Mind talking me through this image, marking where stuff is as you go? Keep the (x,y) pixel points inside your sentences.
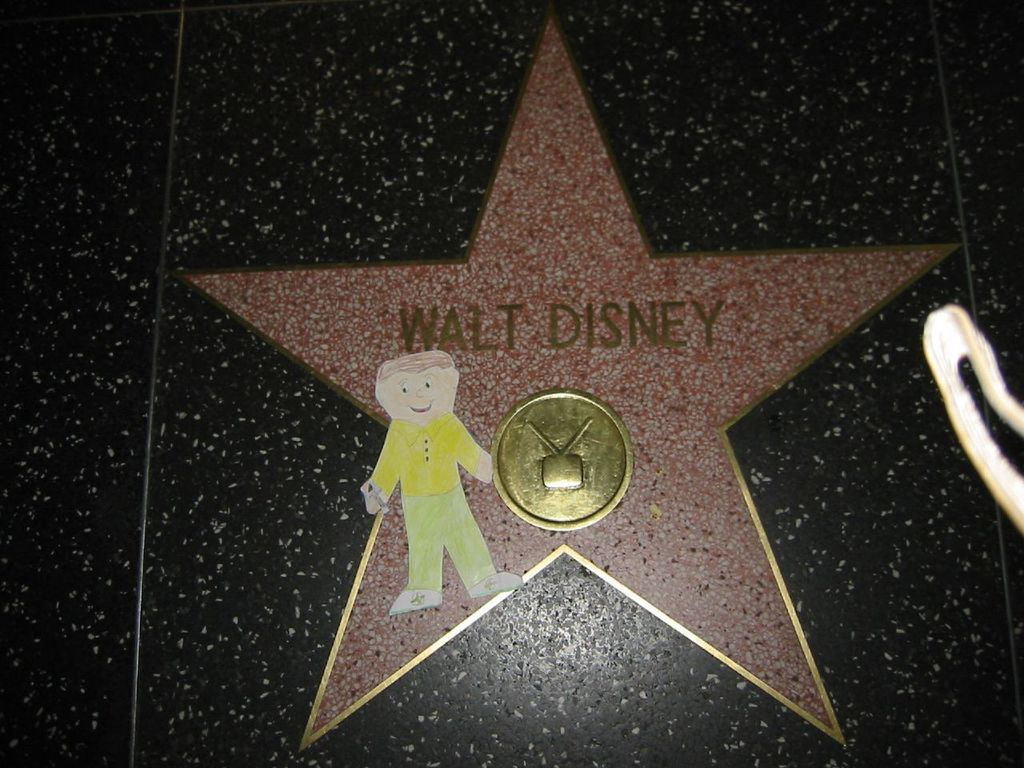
In this image we can see a black surface (313,523). On that there is a star (549,173) with something written. Also there is a golden color thing (518,457). And there is a drawing (422,472) of a child (423,472).
